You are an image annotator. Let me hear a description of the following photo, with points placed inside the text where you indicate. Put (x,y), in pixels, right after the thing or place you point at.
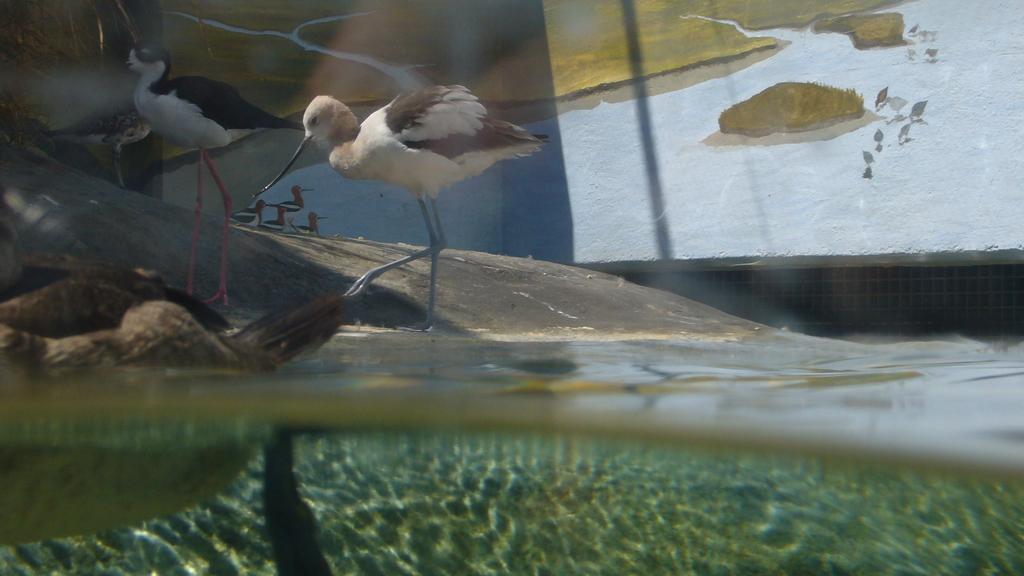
In this image we can see birds (430,172). At the bottom (459,494) there is water (509,447) and we can see a rock (460,325). In the background (735,92) there is a wall (609,94).
